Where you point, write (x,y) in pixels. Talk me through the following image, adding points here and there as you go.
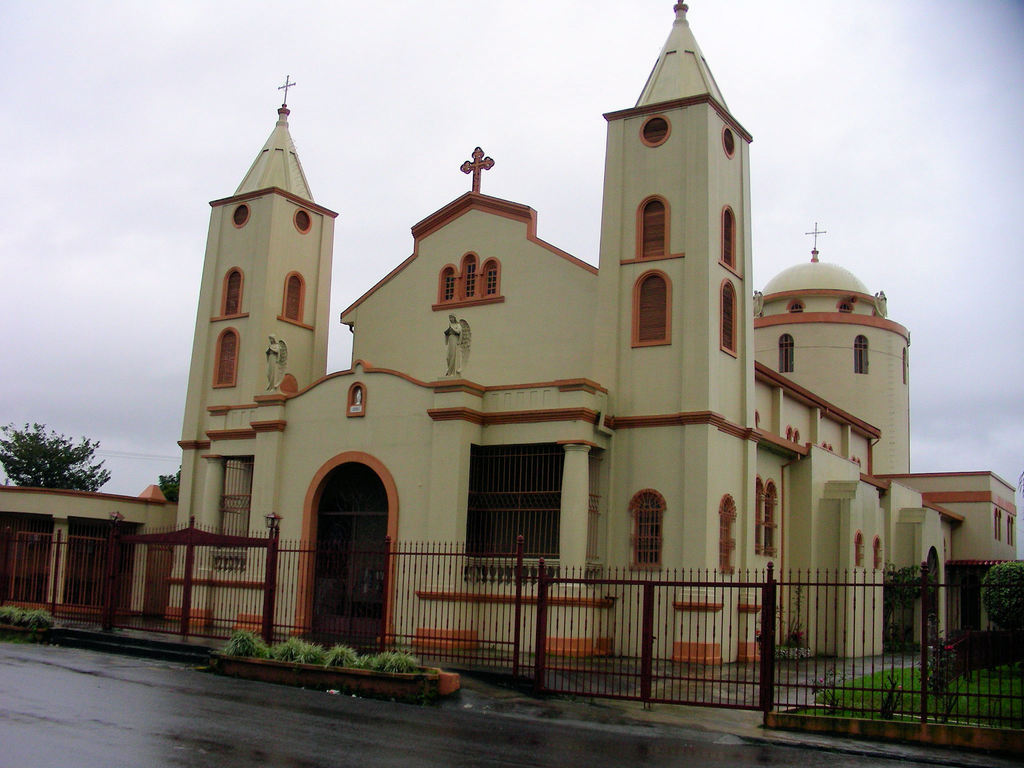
In this image there is road (244,699), grass (365,654), plants (340,653), iron grills (19,550), gate (269,550), church (196,446), trees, sky (32,120).
